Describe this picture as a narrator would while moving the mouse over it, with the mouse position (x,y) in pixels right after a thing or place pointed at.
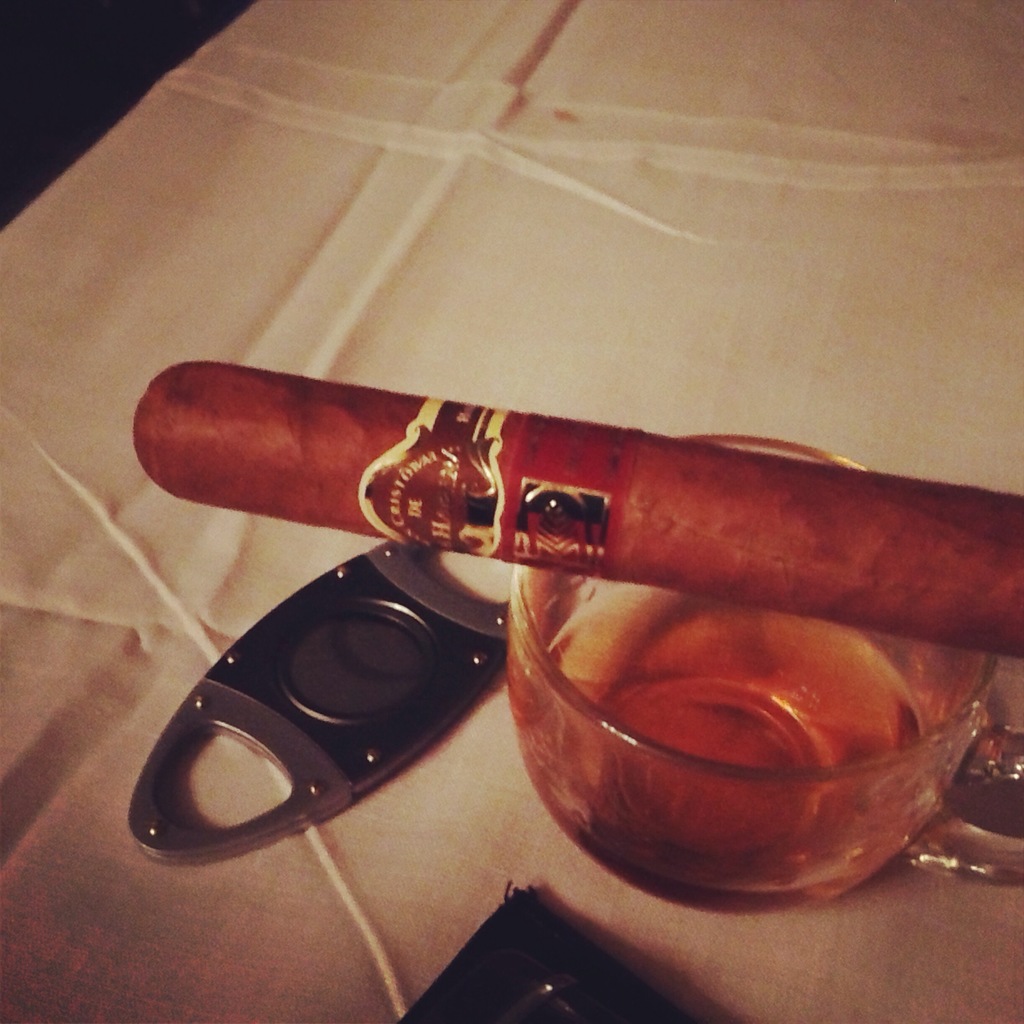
In the center of the image (575,642) we can see beverage (901,735) in cup (851,752), cigar cutter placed on the table (381,228).
